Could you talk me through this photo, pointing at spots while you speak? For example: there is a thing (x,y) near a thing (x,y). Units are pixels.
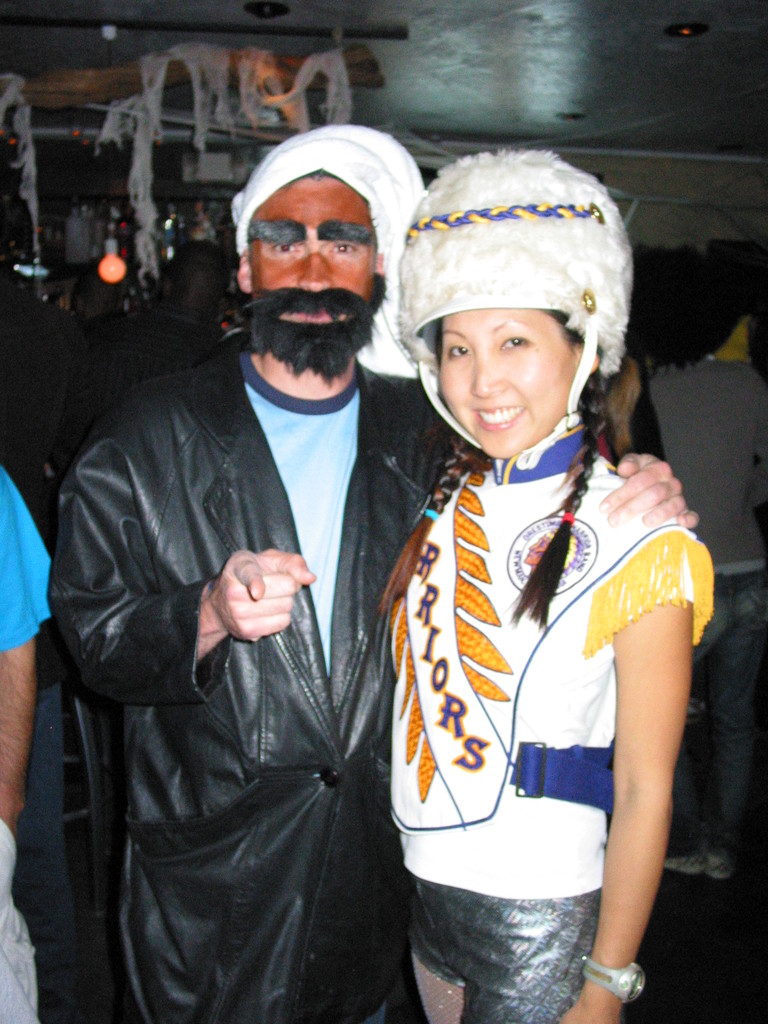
In this image in the front (317,573) there are persons (365,635) standing and smiling. On the left side (7,715) there is the hand (13,664) of the person (17,673). In the background (136,204) there is a light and there are objects (153,120) hanging which are white in colour.
